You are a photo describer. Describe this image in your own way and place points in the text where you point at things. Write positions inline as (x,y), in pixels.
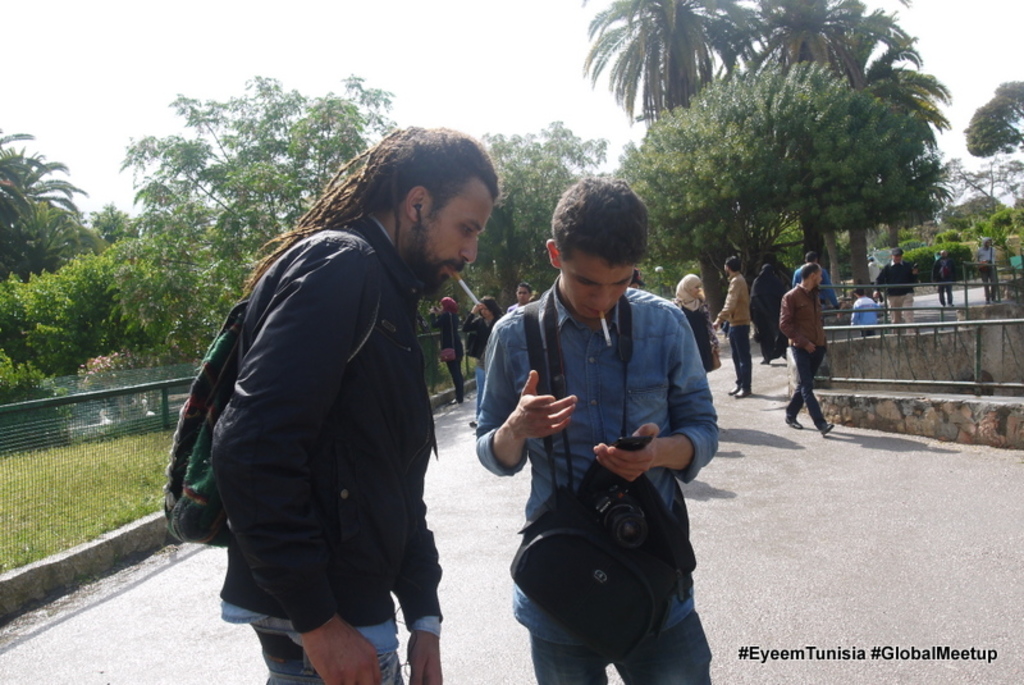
In this image in front (572,512) there are two people (325,410) wearing a bag (584,553). Behind them there are a few other people (733,321) standing on the road (811,436). On the right side of the image (982,387) there is a railing (994,382). On the left side of the image (24,441) there is a metal fence (73,423). There is grass (77,474) on the surface (88,458). In the background of the image (39,229) there are trees (673,236). There is a dustbin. At the top of the image (549,48) there is sky (559,52).
